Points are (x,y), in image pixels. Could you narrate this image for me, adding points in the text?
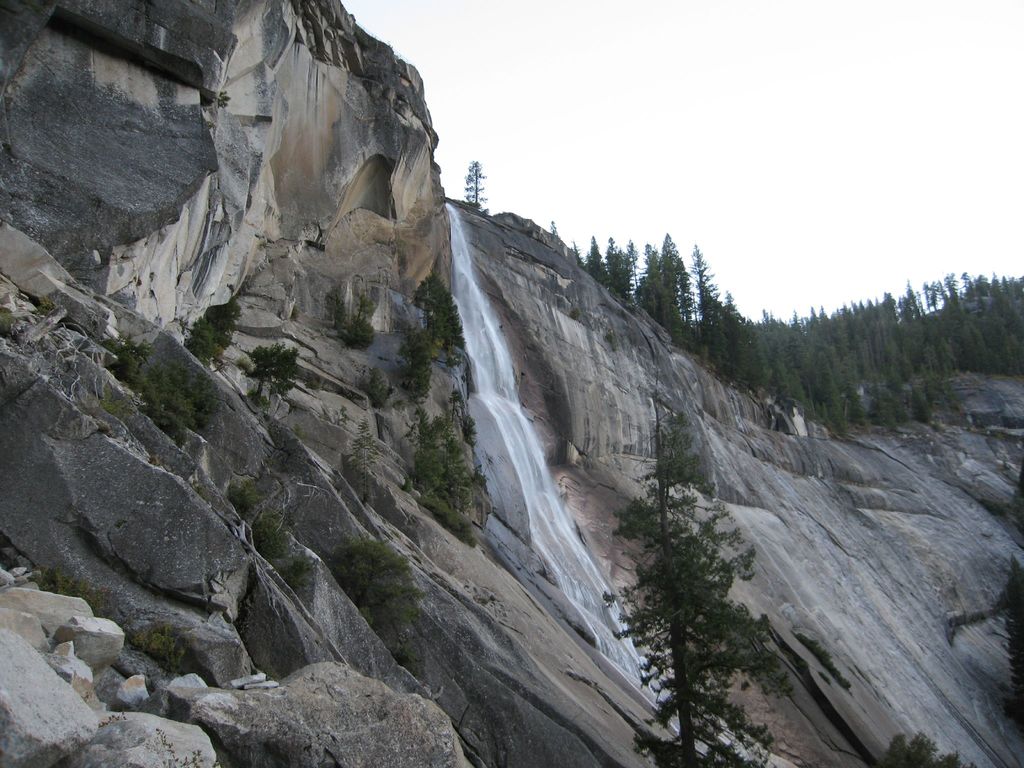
In the foreground of the picture (16,265) we can see trees (965,306), mountain (170,251) and a waterfall (602,588). At the top (699,94) there is sky (783,173).
